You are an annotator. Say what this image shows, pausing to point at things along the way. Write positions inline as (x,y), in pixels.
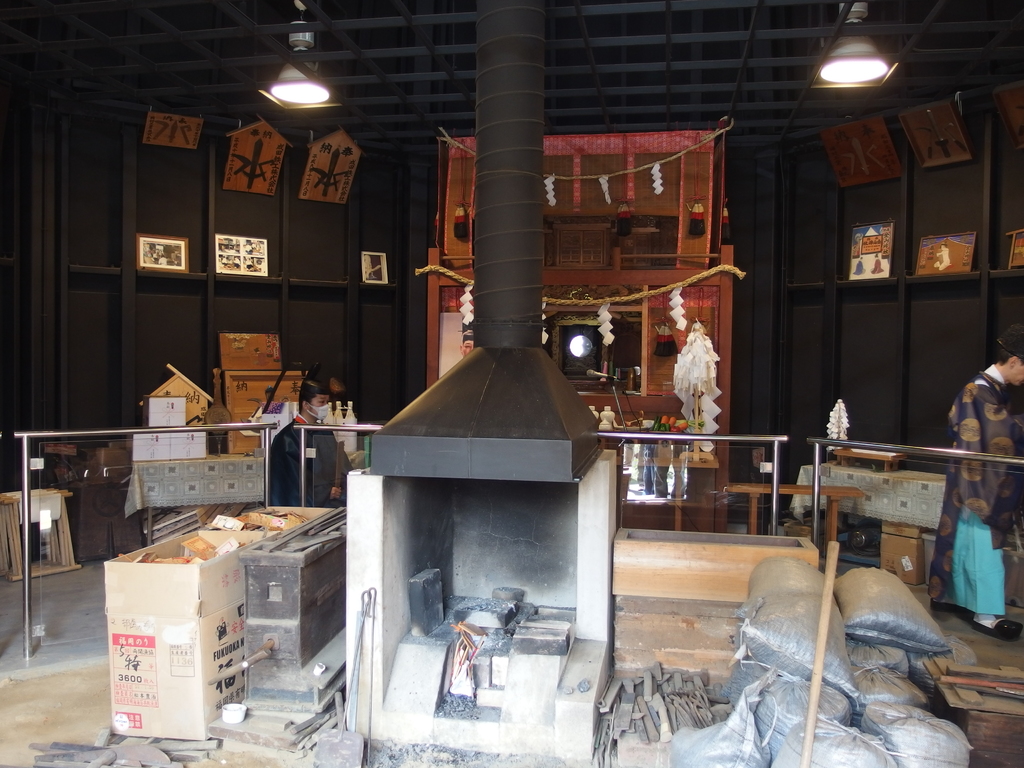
In the foreground of the picture (501,496) there are bags (852,627), iron pieces (608,711), wooden logs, boxes (184,647), fireplace (498,631) and chimney (507,303). In the center of the picture (672,471) there are stools (824,492), people (1021,440), boxes (154,454), wooden objects (719,471), railing (673,447) and people (304,391). In the background (304,178) there are frames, wall (373,312), mirror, closet (635,314) and other objects (634,298). At the top (754,76) there are lights (855,62) in the ceiling (642,75).
